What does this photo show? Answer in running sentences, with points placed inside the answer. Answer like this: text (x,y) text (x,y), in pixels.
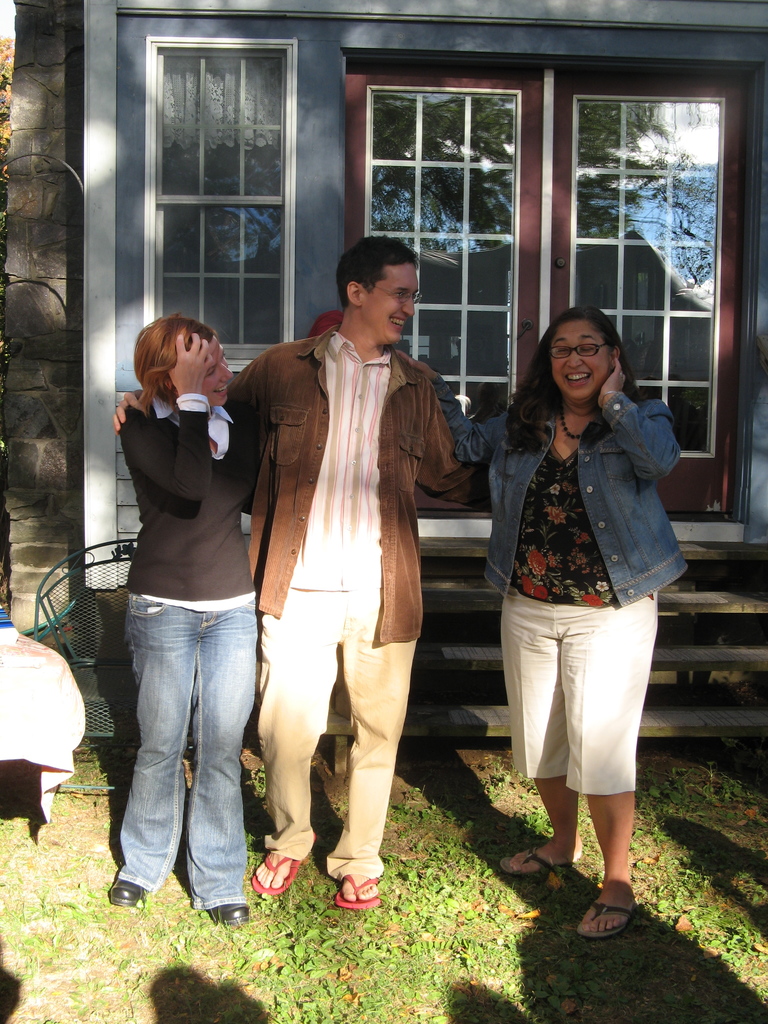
In this image there are a few people (319,602) standing with a smile on their face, behind them there is a chair (127,554) and stairs (761,568) of a building (144,123), on the left side of the image (51,683) there is like a table (22,688).
